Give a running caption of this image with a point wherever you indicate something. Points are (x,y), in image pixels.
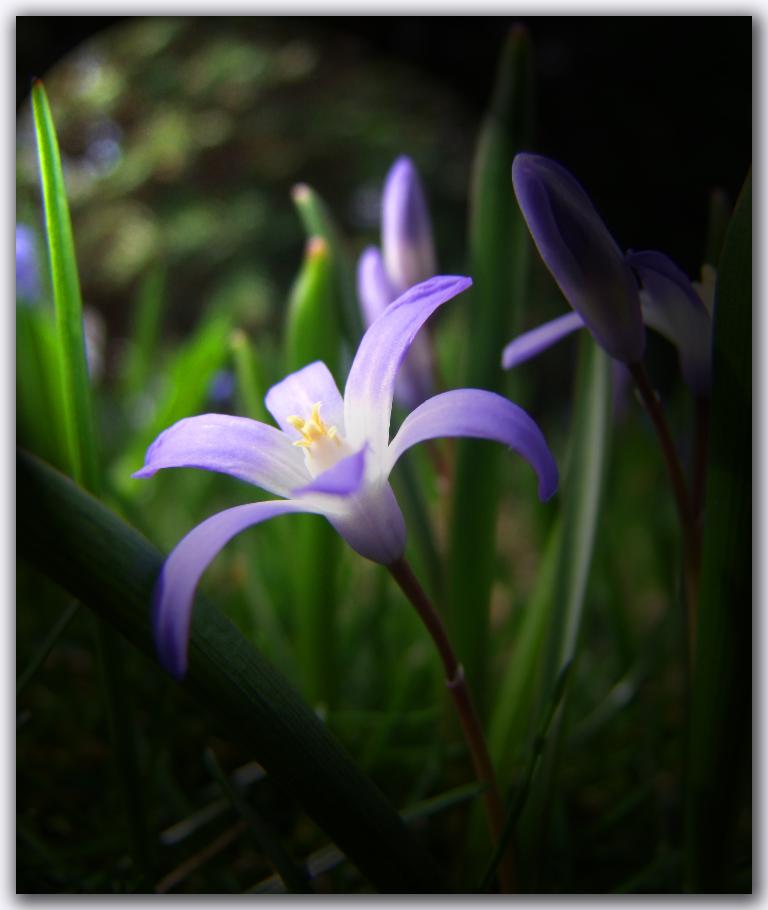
In this image we can see the flowers (241,514) and flower buds (393,250), we can see the leaves (463,485).
